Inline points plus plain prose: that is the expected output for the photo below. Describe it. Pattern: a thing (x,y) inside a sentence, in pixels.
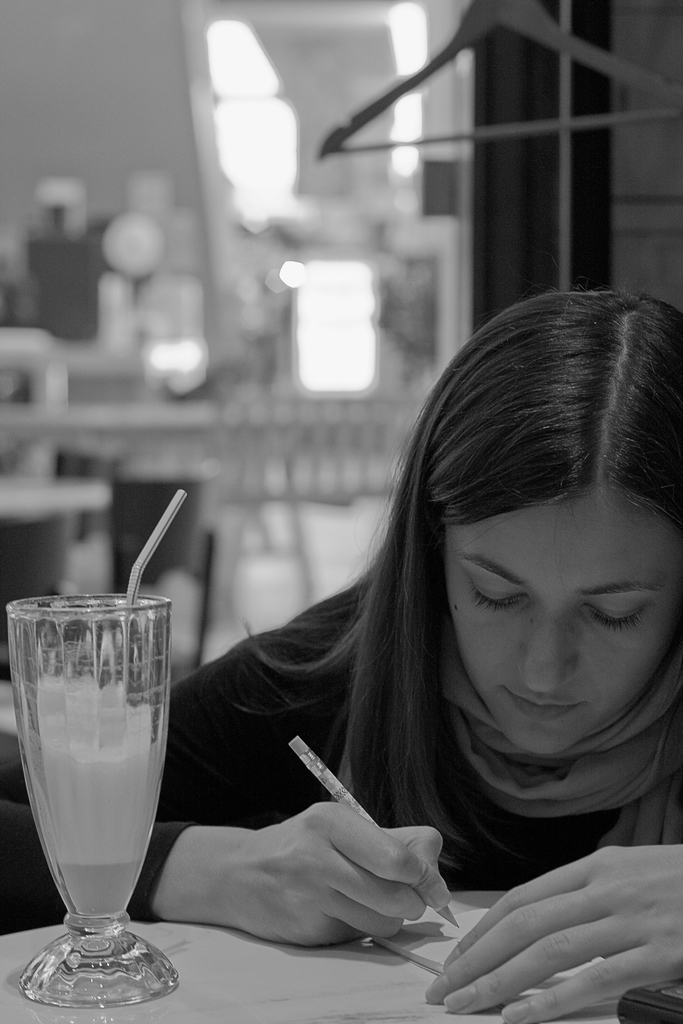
This is a black and white picture. Background (519,233) is very blurry. Here we can see one women (566,672) sitting and holding a pen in her hand (381,882) and there is a book (430,951) on the table (388,954) and also a juice glass (62,690) with straw (133,684).
